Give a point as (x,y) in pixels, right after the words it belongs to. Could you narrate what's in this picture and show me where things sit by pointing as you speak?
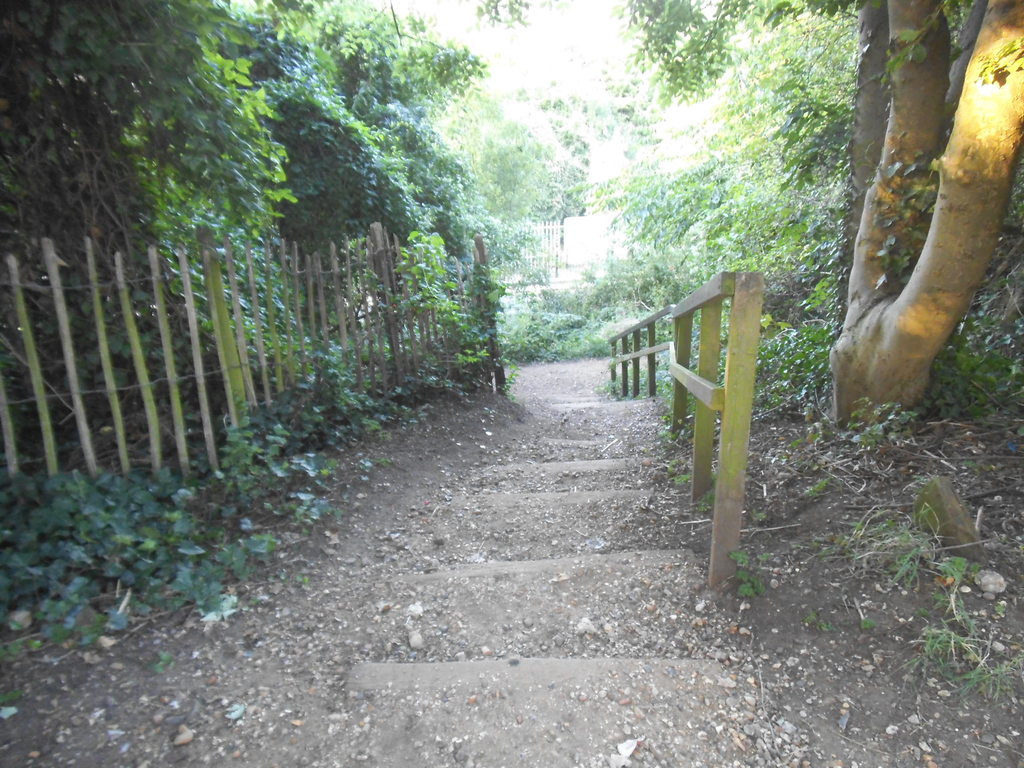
This is an outside view. Here I can see the stairs (548,545). On the both sides there are some plants (429,382) and trees (863,260) and also I can see the fencing (404,373).
